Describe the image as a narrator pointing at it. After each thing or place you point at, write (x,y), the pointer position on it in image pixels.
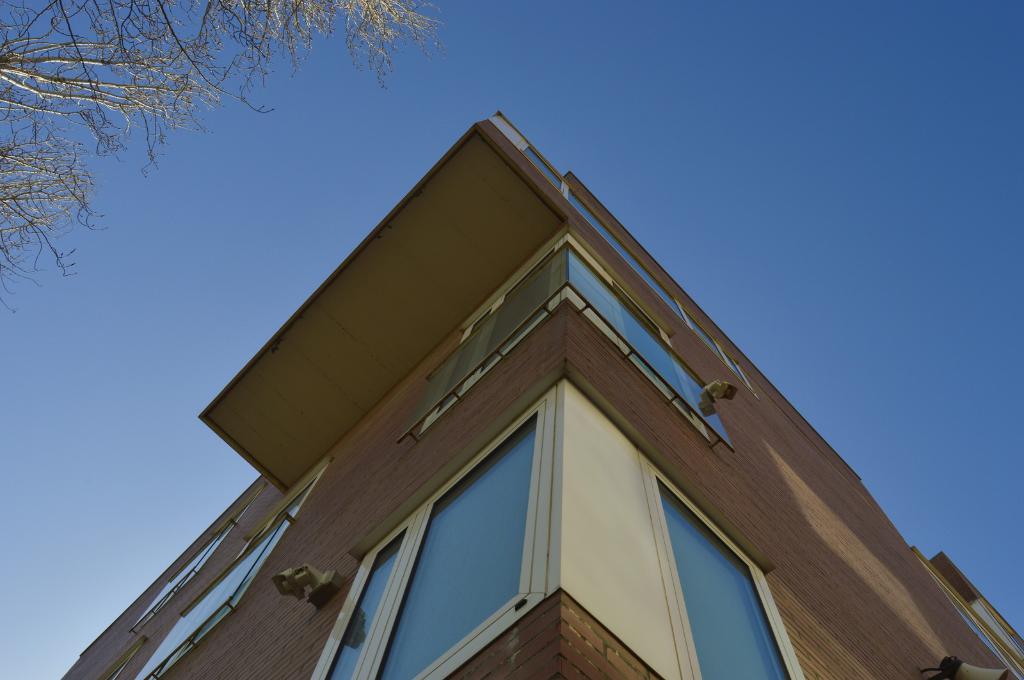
In this image I can see a building (453,474). In the background (51,130), I can see a tree (176,82) and the sky (694,123).
